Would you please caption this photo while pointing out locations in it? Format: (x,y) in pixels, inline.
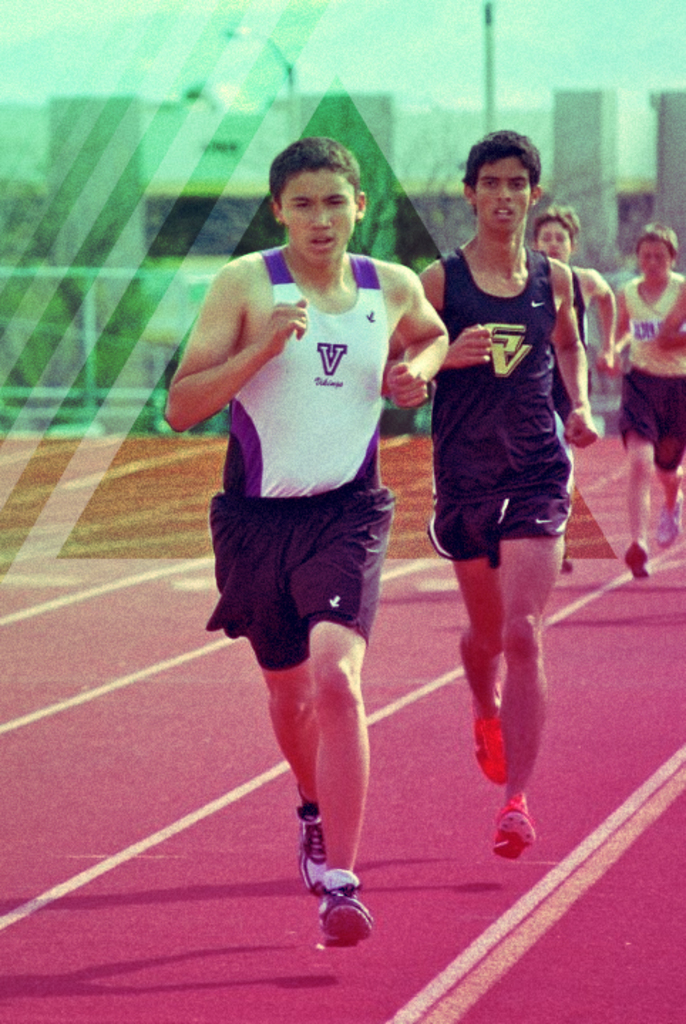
In the picture I can see some people (496,571) are running on the red track (380,785).
